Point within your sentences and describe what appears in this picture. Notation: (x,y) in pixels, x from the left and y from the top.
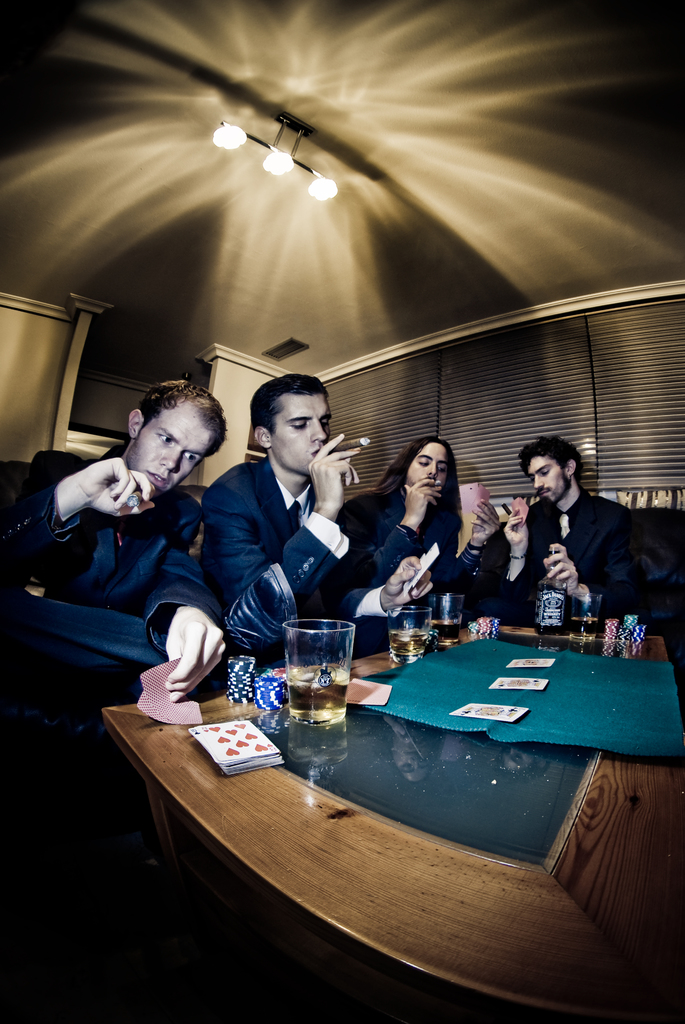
In this image we can see four persons (174,531) are sitting and holding cigars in their hands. There are glasses (330,683) with drinks (317,679), poker chips (246,702), playing cards (267,747) on the table (330,819). In the background (459,222) we can see lights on the ceiling (289,194).
